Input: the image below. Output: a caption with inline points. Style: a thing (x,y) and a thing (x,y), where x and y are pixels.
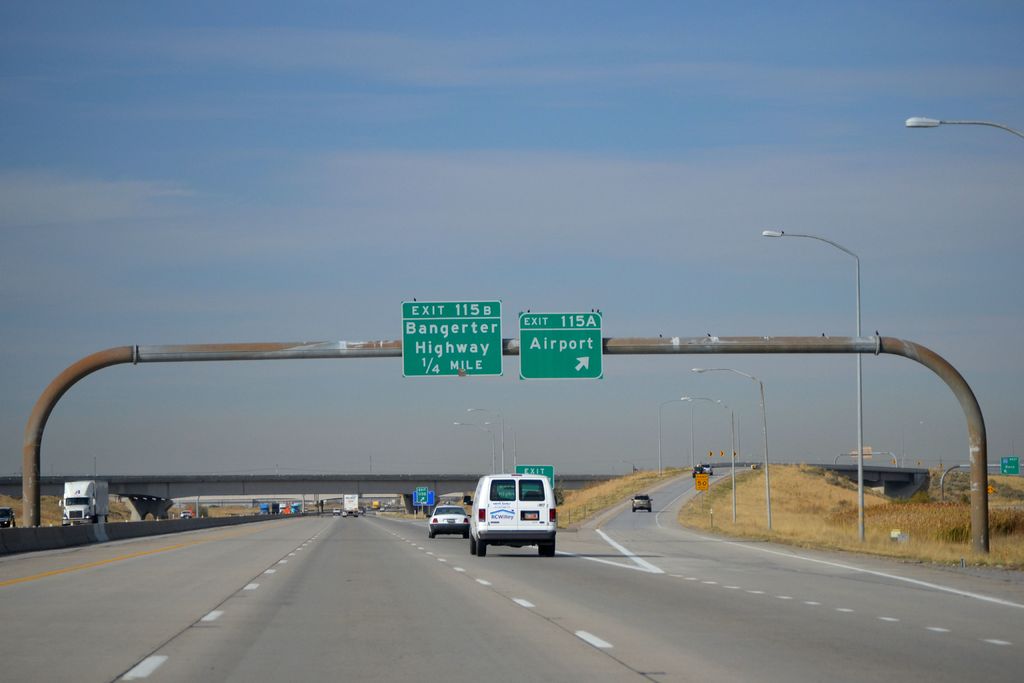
In this image we can see there are few vehicles (74,512) moving on the road (250,531). Above the road (376,540) there are sign boards (472,347) hanging to a pole (69,381). In the background (260,492) there is a flyover (377,477) and a sky (306,470).
